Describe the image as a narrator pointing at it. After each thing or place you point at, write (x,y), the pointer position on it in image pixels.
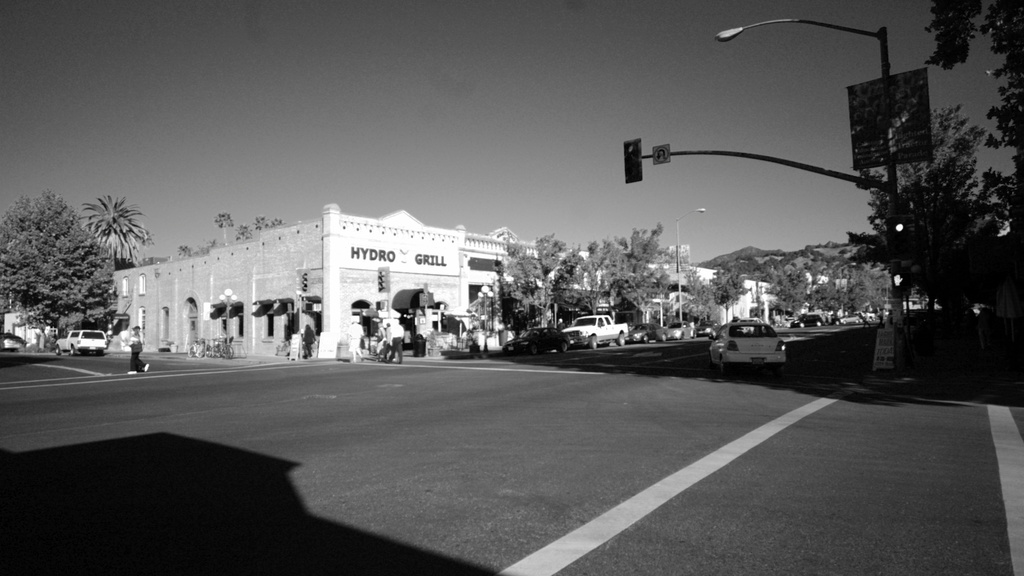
In this picture I can see there is a four way junction (149,408) and there is a person (133,338) walking on the road (445,385) and there are few vehicles (617,336) moving here and they are parked on to left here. There are trees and there is a building (149,333) and the sky (208,212) is clear.
